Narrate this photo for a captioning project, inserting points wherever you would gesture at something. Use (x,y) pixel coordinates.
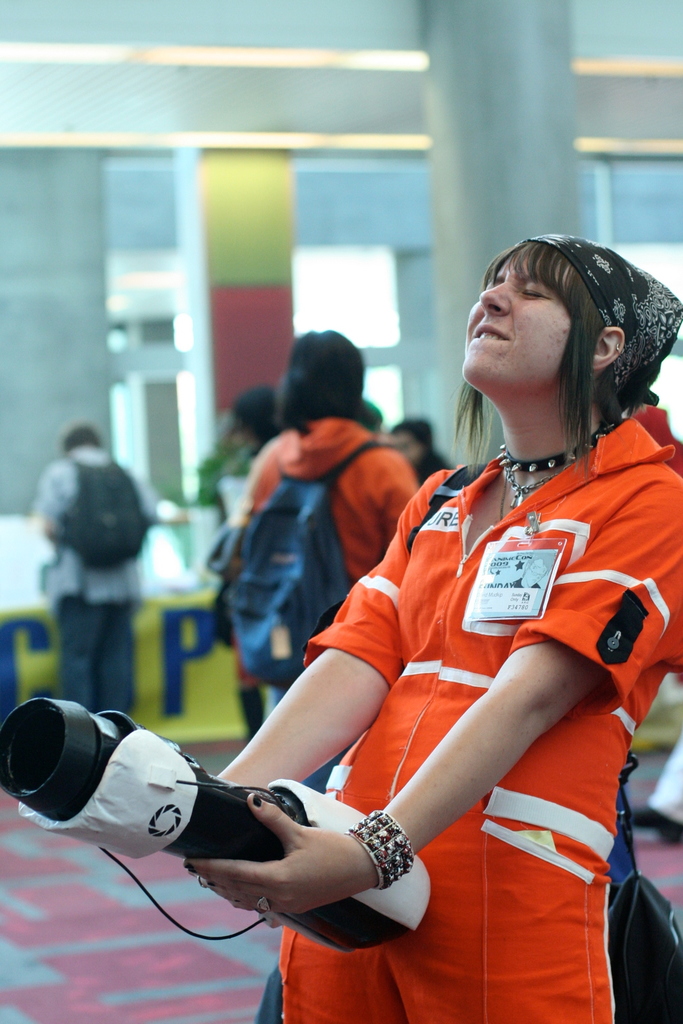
There is a woman (608,362) in orange color dress (629,693) smiling, standing and holding an object (361,941). In the background (334,394), there are persons (407,454) on the floor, there are pillars (490,111) and there is wall (149,25).
